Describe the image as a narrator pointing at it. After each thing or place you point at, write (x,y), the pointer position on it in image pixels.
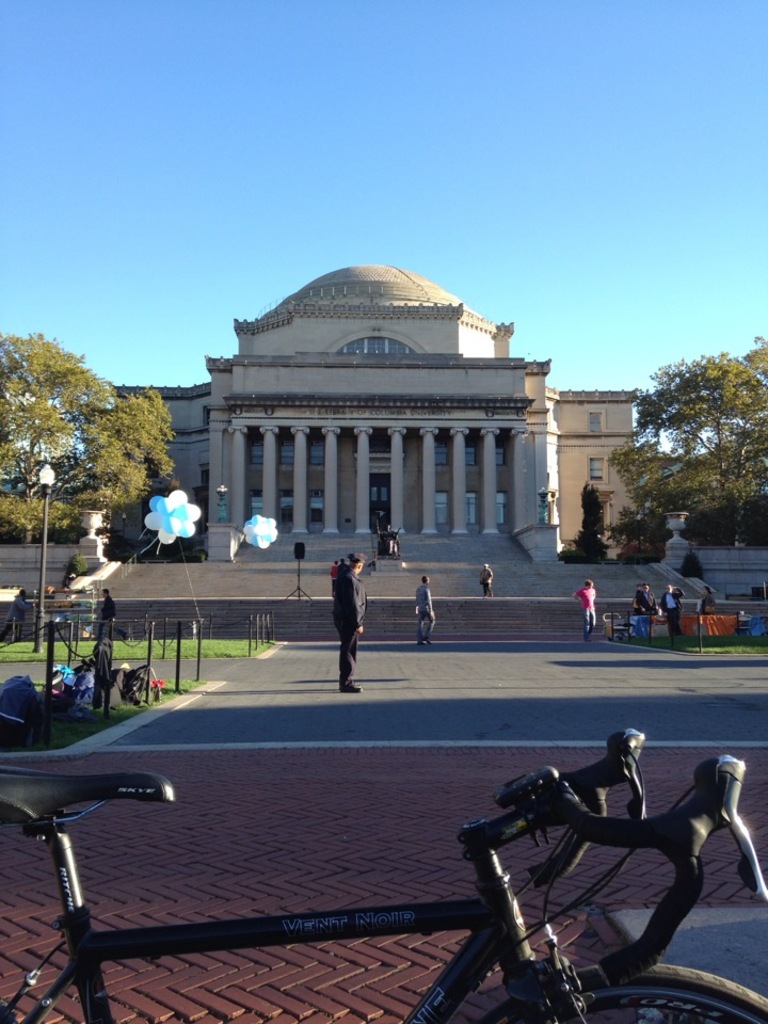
In the picture we can see a building (246,372) with pillars (485,486) in front of it and some steps (599,567) and besides the building (344,379) we can see trees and near to it, we can see a path (733,675) and beside it, we can see the grass surface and on it we can see some people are standing and we can also see some balloons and some part of the path (716,681) is with tiles (162,878) and a part of the bicycle (558,1017) near it which is black in color.
